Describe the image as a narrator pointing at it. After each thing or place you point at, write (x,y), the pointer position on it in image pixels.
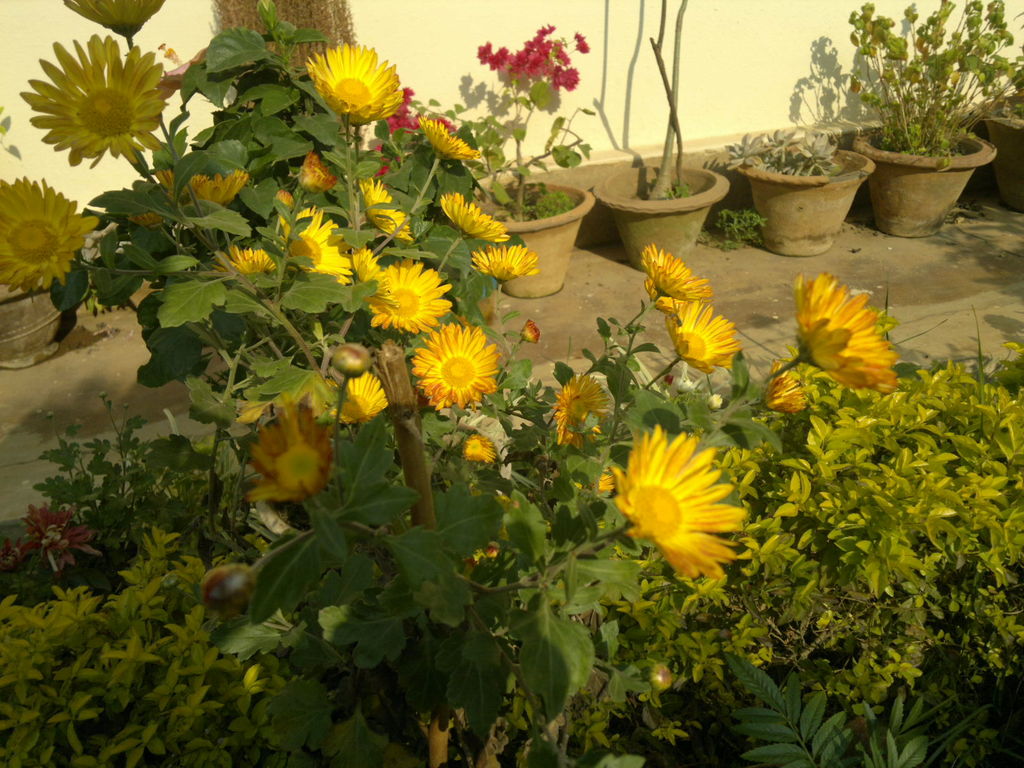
In this picture we can see flowers (647,497), house plants (934,191) on the ground (753,251), trees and in the background (560,13) we can see wall (738,48).
